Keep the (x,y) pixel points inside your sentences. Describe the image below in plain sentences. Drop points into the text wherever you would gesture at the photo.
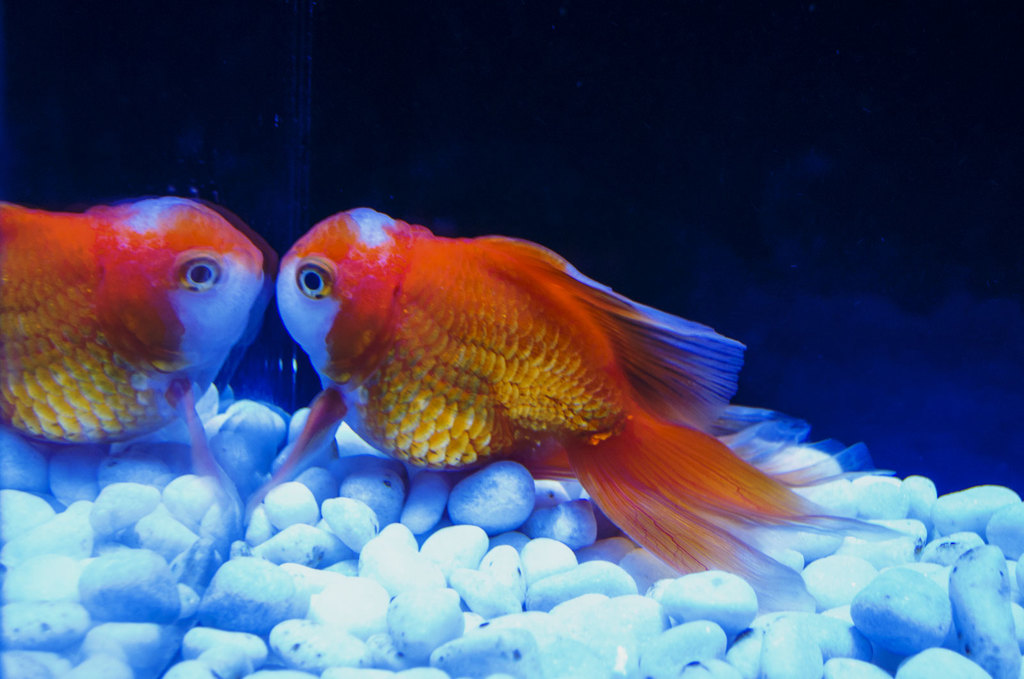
In this picture we can see couple of fish (301,306) and stones (484,525), also we can see dark background (812,142).
